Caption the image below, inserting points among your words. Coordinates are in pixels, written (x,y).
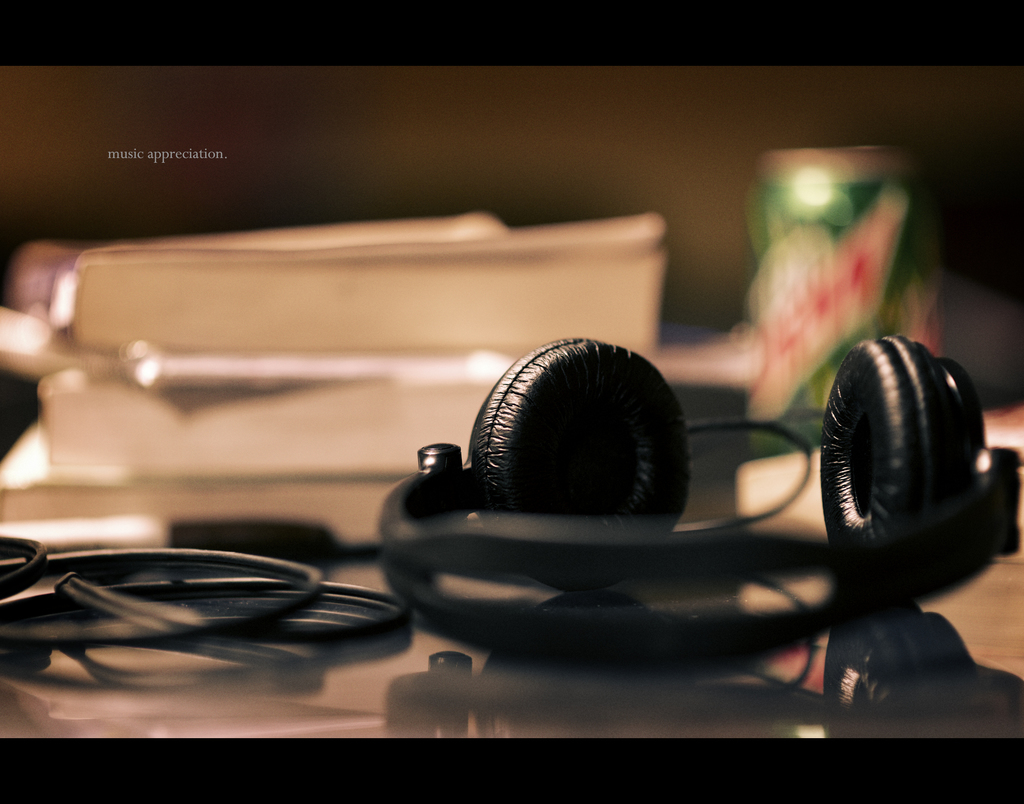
In the picture I can see black color headphones (950,429) and some wires (212,585) are placed on the glass table (692,596). The background of the image (832,202) is slightly blurred, where I can see books (317,419) and green color tin (828,307) are placed on the table (1007,619). Here I can see some watermark (182,153) at the top left side of the image (202,153).
